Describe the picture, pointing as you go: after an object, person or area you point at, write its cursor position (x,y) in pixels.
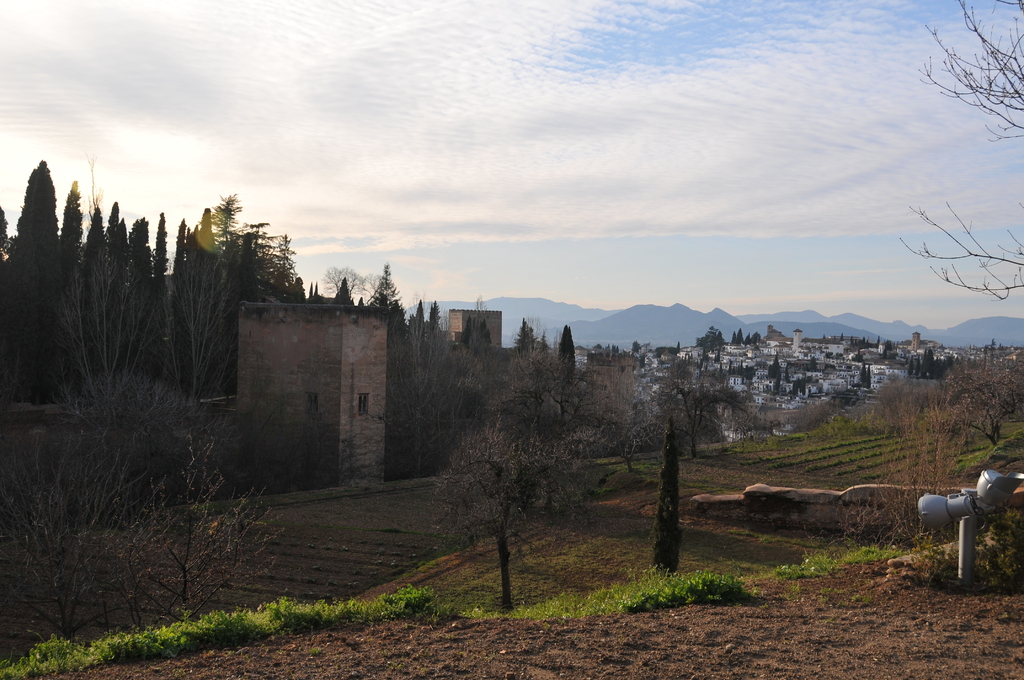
At the bottom (263,632) we can see grass (457,595) and trees (462,473) on the ground (875,465) and on the right side (959,527) there is an object (971,510) on the ground (594,508). In the background (223,286) there are trees (206,275), houses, buildings (324,340), mountains (661,324) and clouds (453,155) in the sky (711,229).
